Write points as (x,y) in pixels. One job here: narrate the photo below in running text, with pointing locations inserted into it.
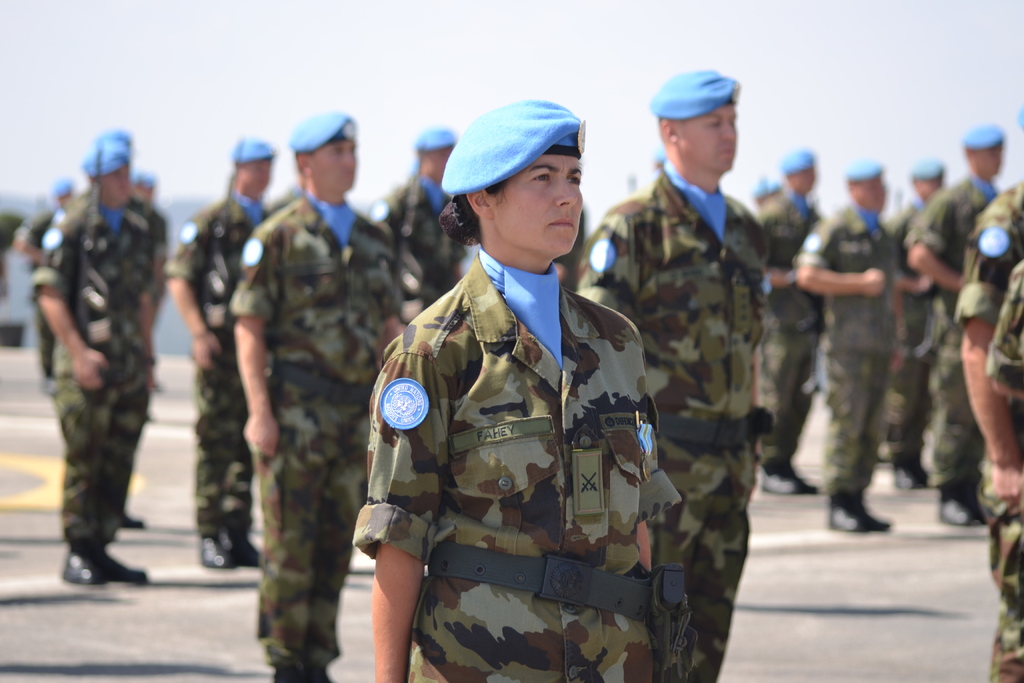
In this picture I can see in the middle (404,438) there is a woman (551,515), she is wearing dress (544,489), cap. In the background (405,272) a group of men (93,386) are standing, at the top (535,64) there is the sky (607,66).
